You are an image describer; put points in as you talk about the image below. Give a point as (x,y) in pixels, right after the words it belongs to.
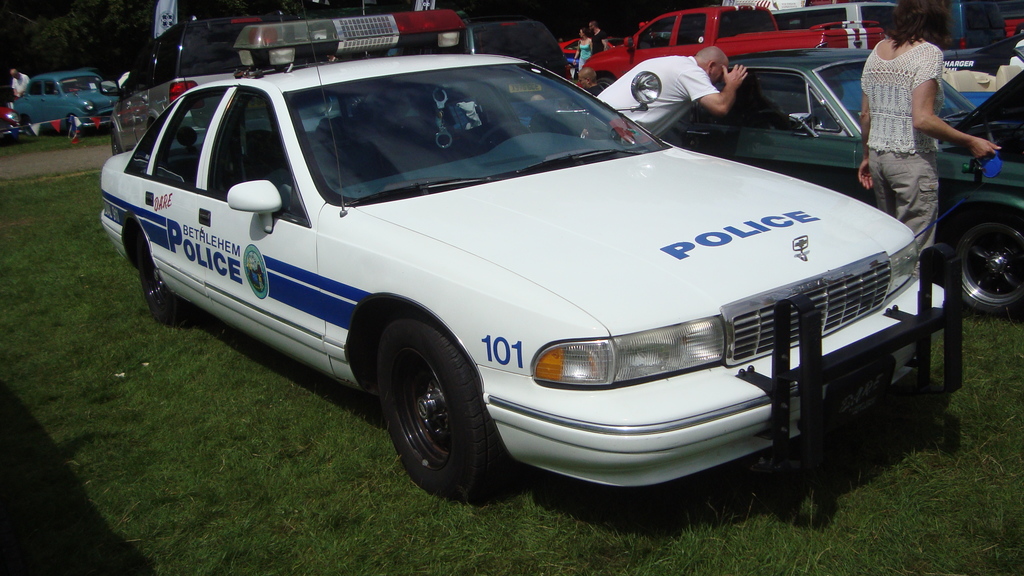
In this picture we can see there are vehicles (394,71) and people (721,66) on the grass (225,327). At the top left corner of the image (84,36), there is a tree (56,29).
